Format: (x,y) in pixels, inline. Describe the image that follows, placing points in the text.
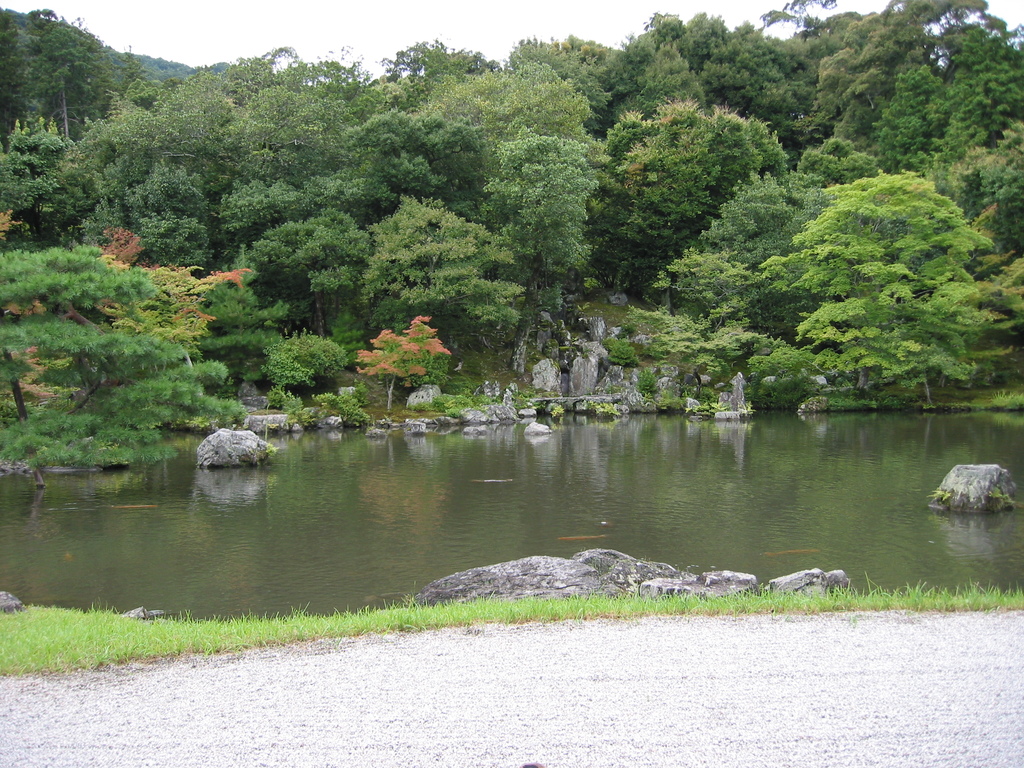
In this image we can see water (423,460), grass (34,647), ground (574,625), rocks (664,565), plants (359,396), and trees (434,204). In the background (214,27) there is sky (386,25).
